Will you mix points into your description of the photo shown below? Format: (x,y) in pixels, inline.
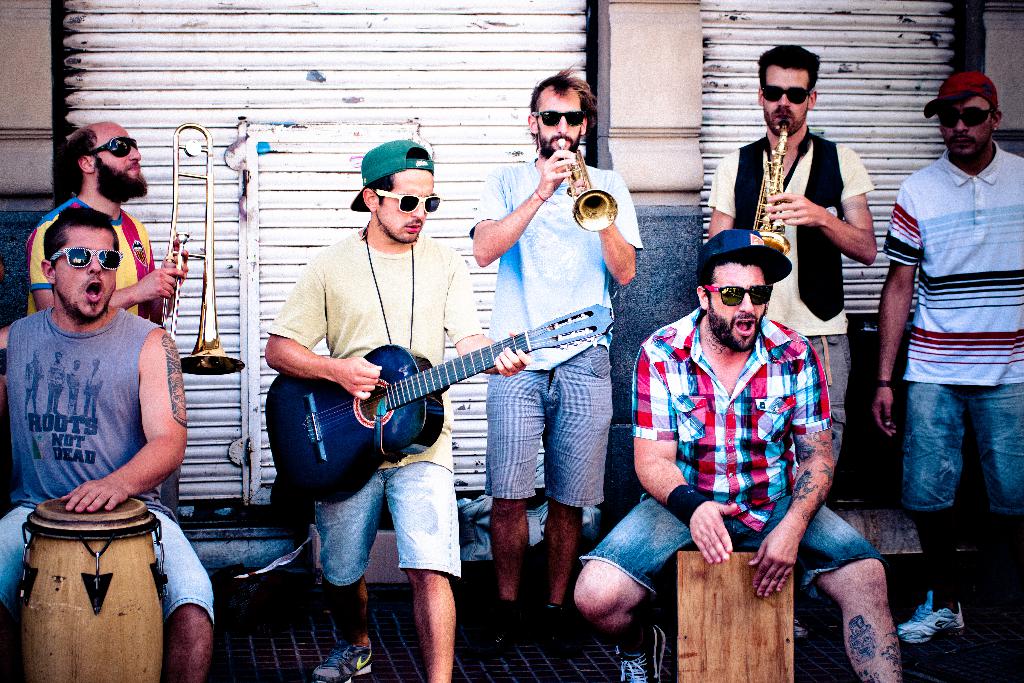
there are persons (505,446) in which they are playing some musical instruments (184,366).
